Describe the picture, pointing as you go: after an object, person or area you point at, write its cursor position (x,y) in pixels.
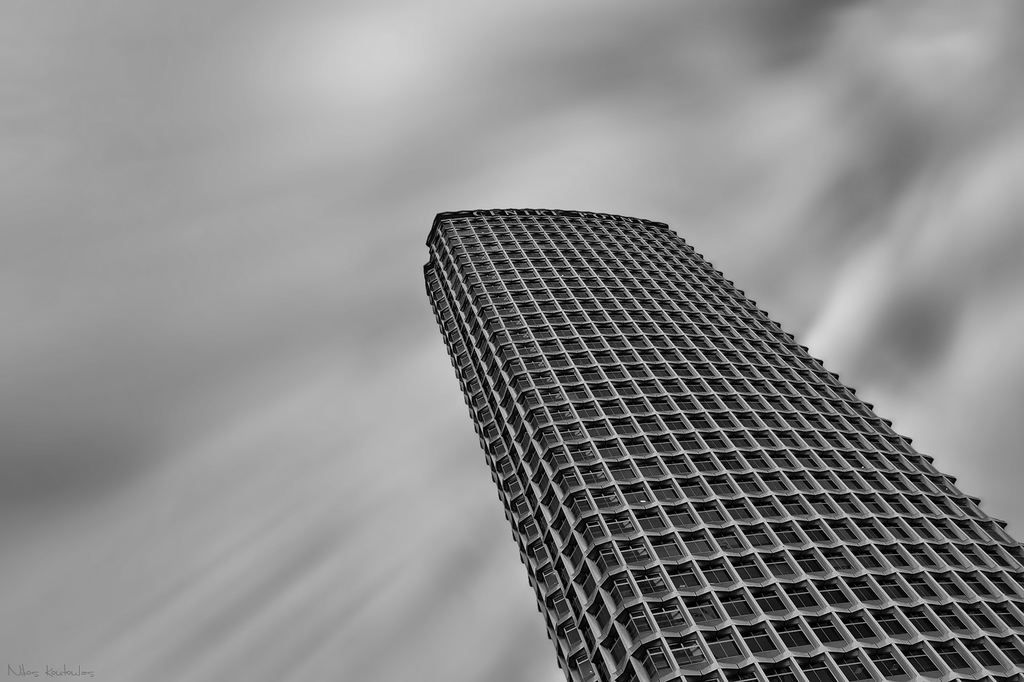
In the center of the image (484,334) we can see a building (578,353), windows (736,515). In the background of the image (127,217) we can see the clouds (580,96) are present in the sky (309,216). In the bottom left corner (42,678) we can see some text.
